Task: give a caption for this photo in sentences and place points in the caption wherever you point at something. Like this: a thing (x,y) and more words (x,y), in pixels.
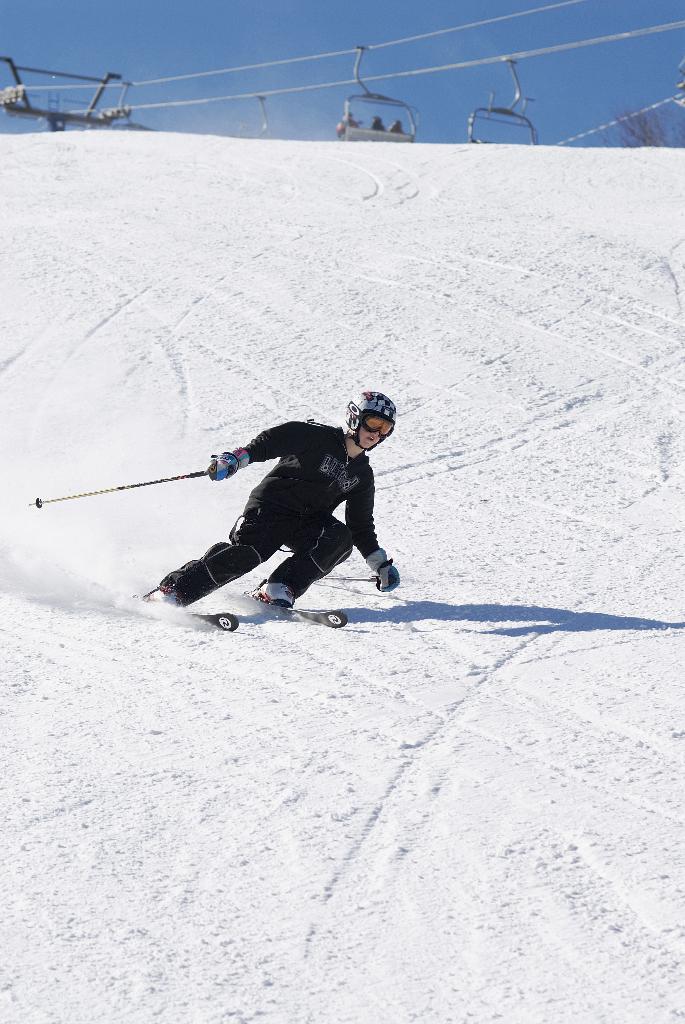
Here we can see a person (317,532) skiing on ski boards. This is snow (542,517) and there are cable cars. In the background (344,48) there is sky (116,11).
